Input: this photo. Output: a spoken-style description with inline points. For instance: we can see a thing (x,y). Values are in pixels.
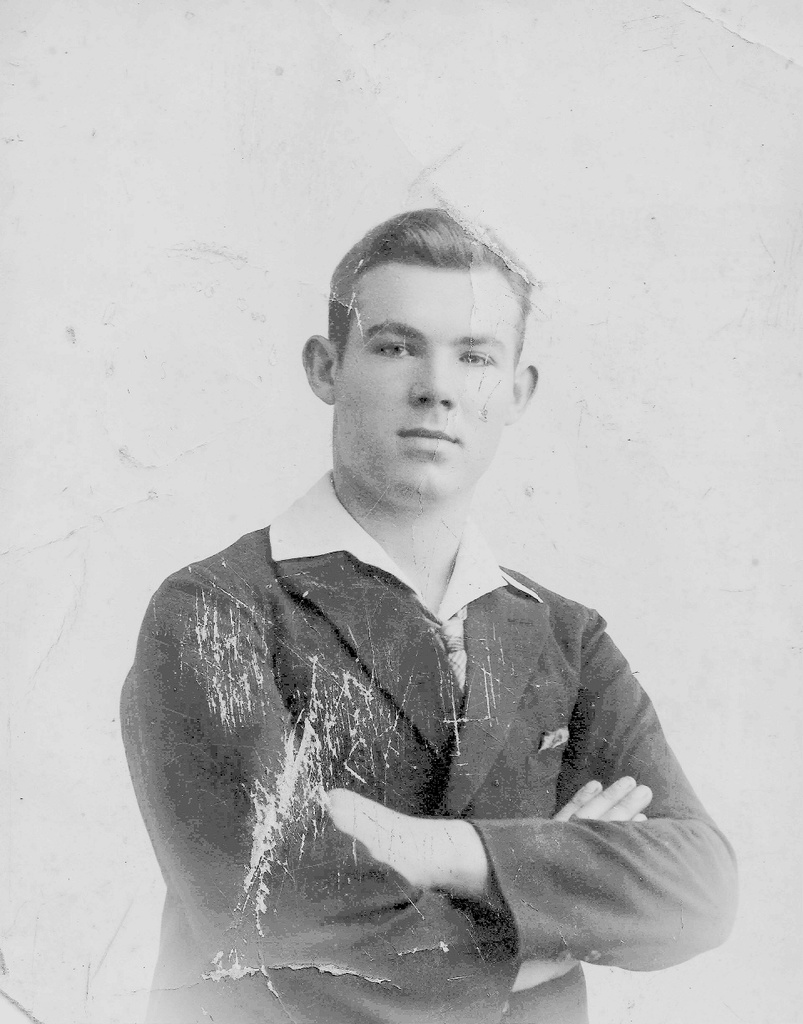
In this picture I can see the photograph (393,414) of a person (393,528).
